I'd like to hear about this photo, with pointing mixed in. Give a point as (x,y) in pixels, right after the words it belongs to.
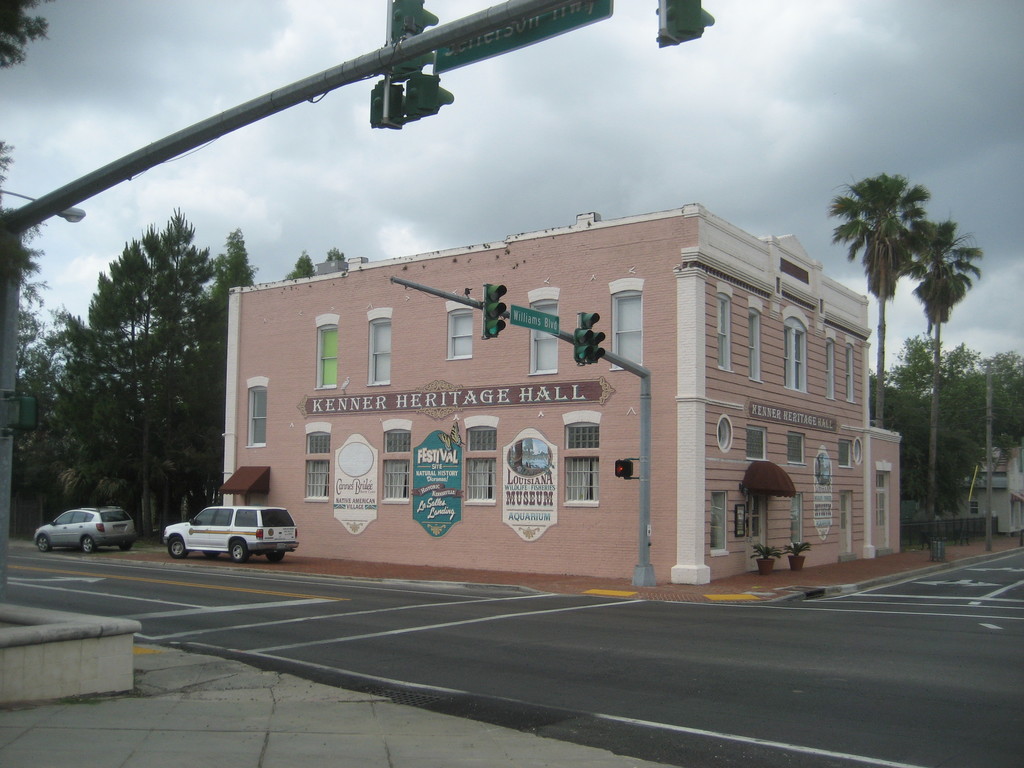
In this image I can see a building (512,359). At the bottom (566,672) there is a road (628,693). There are few cars (205,549). In the background (938,443) there are trees (142,429). At the top (559,182) I can see clouds (564,153) in the sky (507,163).
